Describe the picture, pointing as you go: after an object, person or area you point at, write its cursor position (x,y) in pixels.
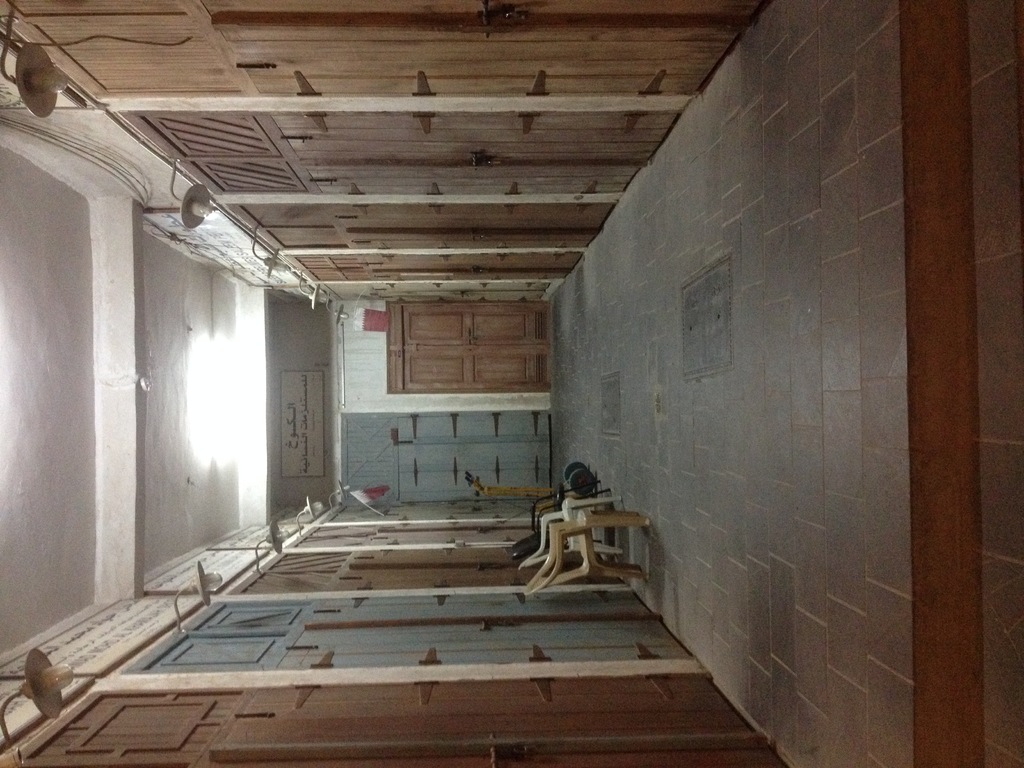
In the picture I can see wall (499,407), lights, doors (458,639) and some other objects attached to the wall (274,450).
